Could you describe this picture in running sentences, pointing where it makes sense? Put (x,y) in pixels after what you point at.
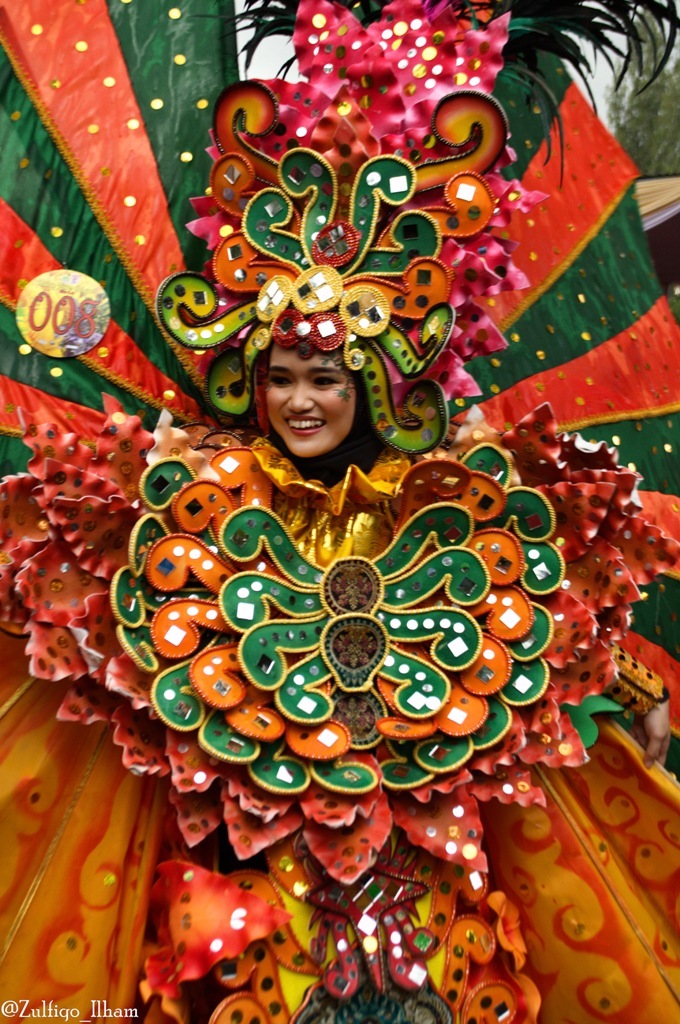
In the center of the image (397,518) we can see a lady (279,473) wearing a costume (336,513) and she is smiling.
